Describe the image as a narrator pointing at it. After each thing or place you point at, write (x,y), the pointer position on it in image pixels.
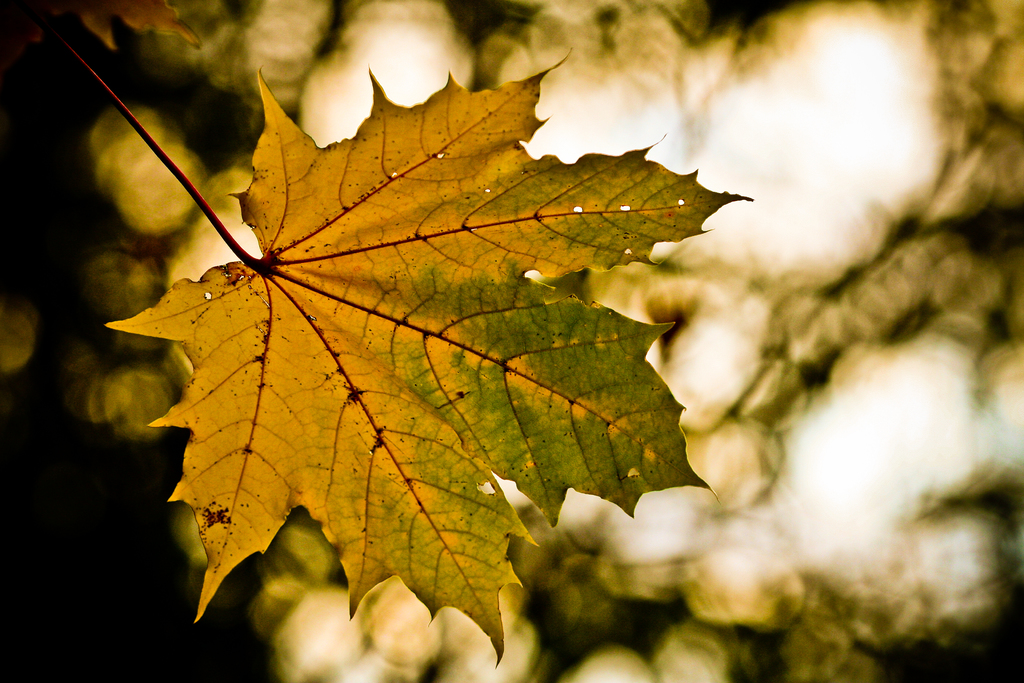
In this image we can see one leaf (327,466) with the stem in the middle of the image (368,431), one leaf (116,10) on the top left side of the image (171,18), it looks like some objects (959,285) in the background (165,137), the background (906,331) is dark and blurred.
